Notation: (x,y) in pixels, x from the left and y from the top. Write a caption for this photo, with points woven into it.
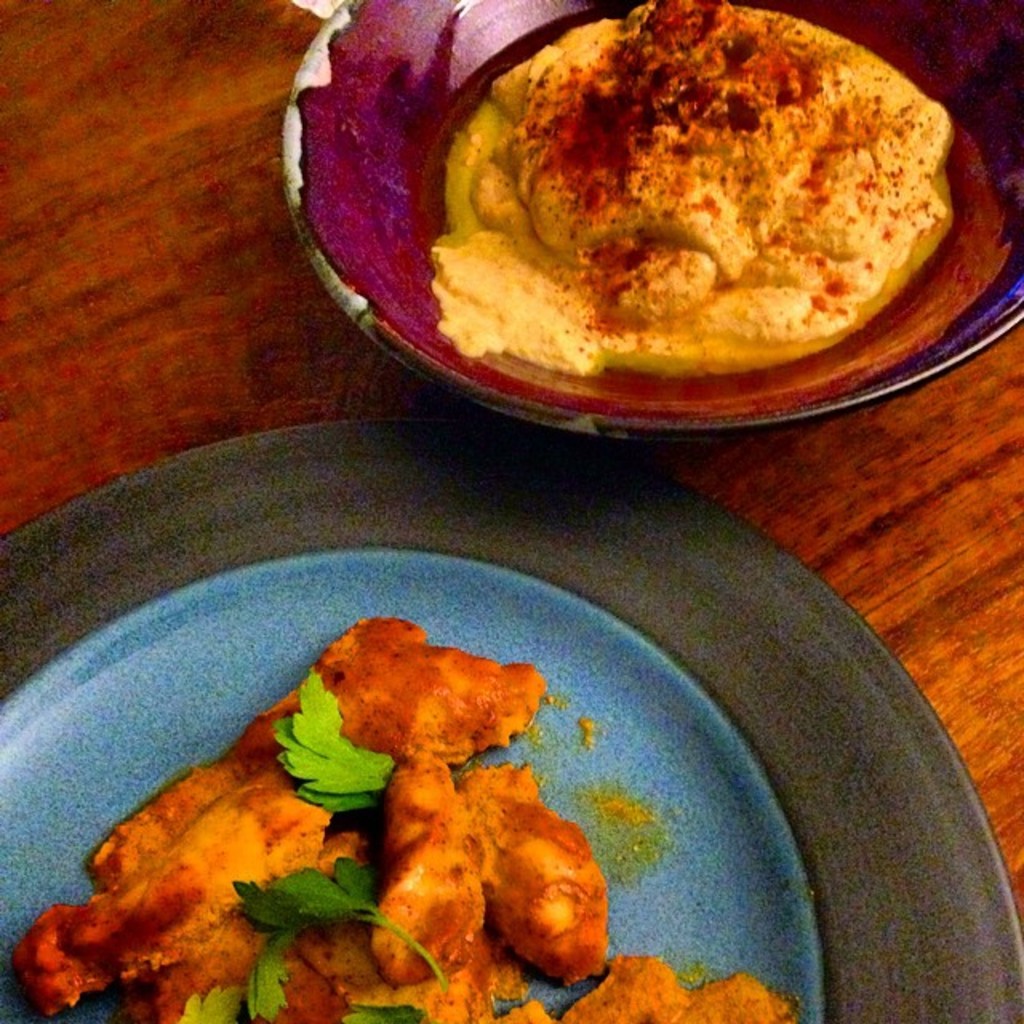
In this picture there are different food items (440,1023) on the plate (801,887) and in the bowl (982,191). At the bottom (1022,852) it looks like a table (932,527).
